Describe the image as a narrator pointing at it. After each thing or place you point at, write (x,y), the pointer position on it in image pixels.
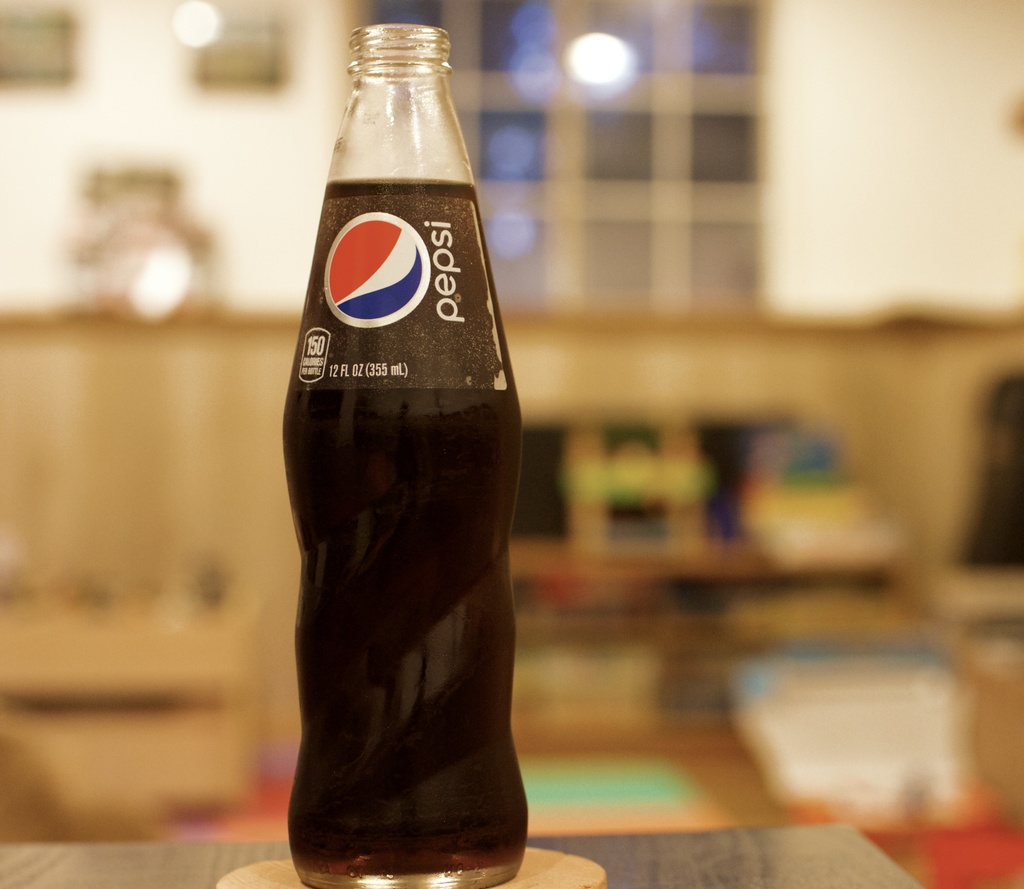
This image has a bottle (292,839) having a coke (379,573) inside it. Background (225,18) image is blur.
